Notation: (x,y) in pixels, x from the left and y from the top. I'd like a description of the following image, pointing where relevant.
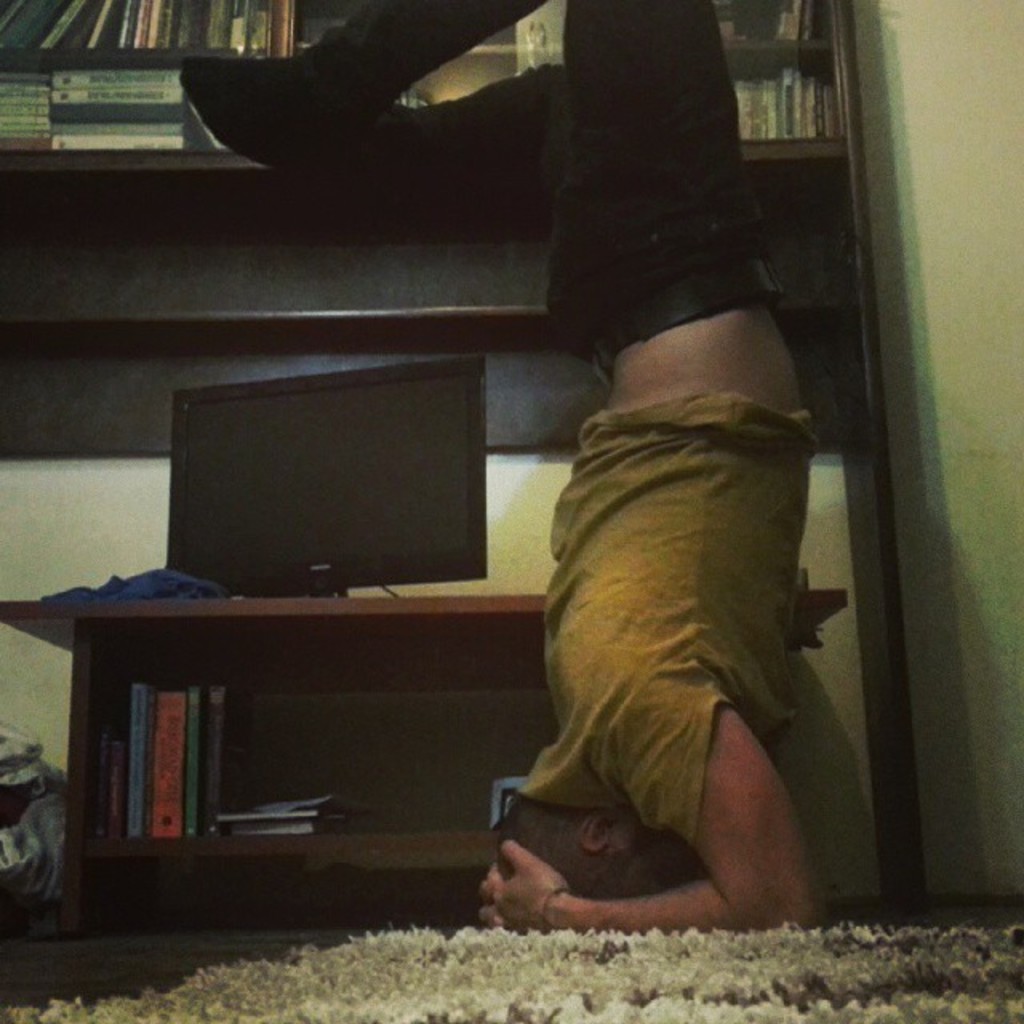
In this image I can see a person (739,742). I can see a computer (345,486) on the table (488,596). In the background (163,129), I can see some books (126,72) in the shelf (178,47).
